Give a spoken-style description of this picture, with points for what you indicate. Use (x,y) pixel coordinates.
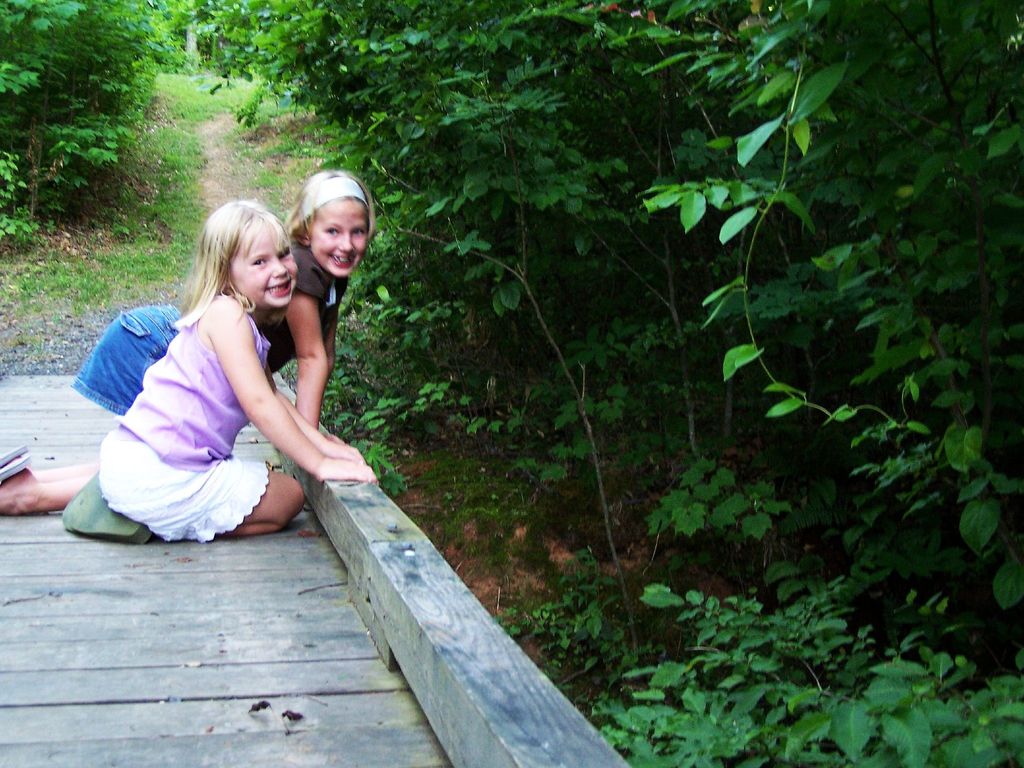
In the foreground of this image (45,572), on a wooden surface (283,583), there are two girls (281,331). On the right (918,207), there are trees (419,149). In the background (230,167), there is a path (214,130), grass (185,94) and trees (139,50).
